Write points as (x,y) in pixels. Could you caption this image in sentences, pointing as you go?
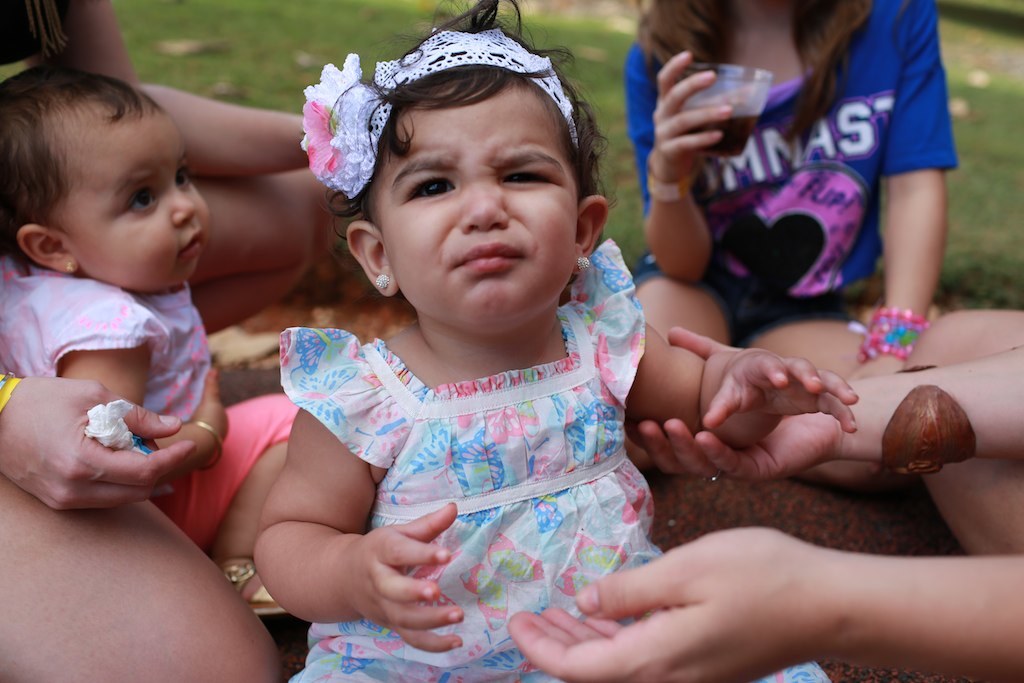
In this image children (537,532) are sitting on the floor (830,499) and at the back side (966,135) there is a grass (289,35) on the surface (266,45).
